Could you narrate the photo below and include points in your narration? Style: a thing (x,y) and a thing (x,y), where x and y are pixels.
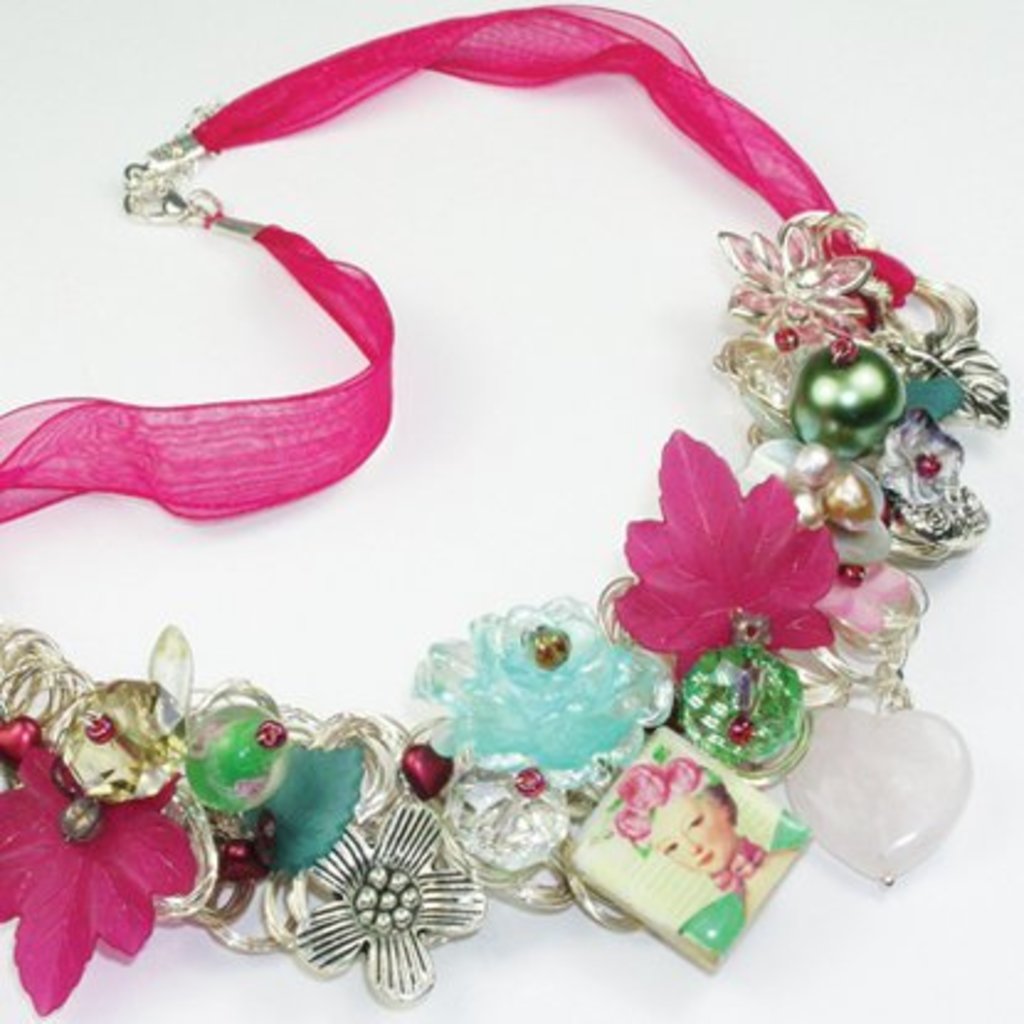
In this image I can see a necklace (619,592) which is made up of a pink color ribbon (531,60). This is placed on a white surface (554,441).
